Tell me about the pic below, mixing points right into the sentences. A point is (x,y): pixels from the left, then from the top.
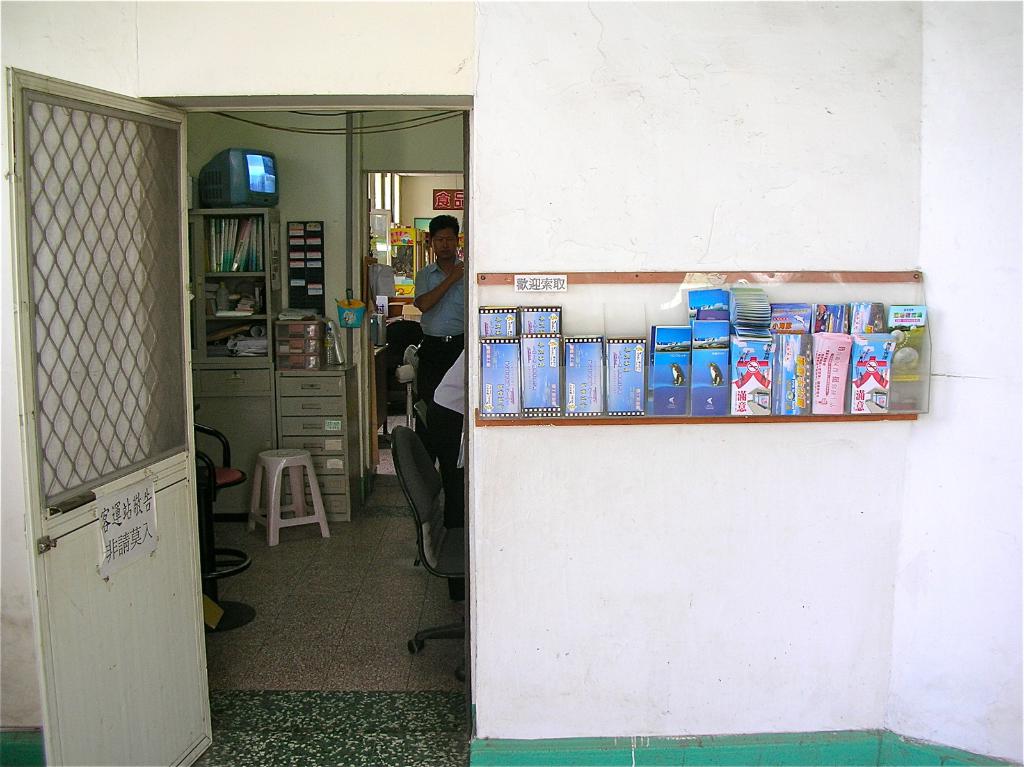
In this image there is a shelf (194,254) with books (215,253) and TV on the top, beside that there are people (454,440) talking and also there are so many things (311,381) behind that. We can also see there is a door (177,695) to access and shelf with some advertising pamphlets (726,386) in it.
